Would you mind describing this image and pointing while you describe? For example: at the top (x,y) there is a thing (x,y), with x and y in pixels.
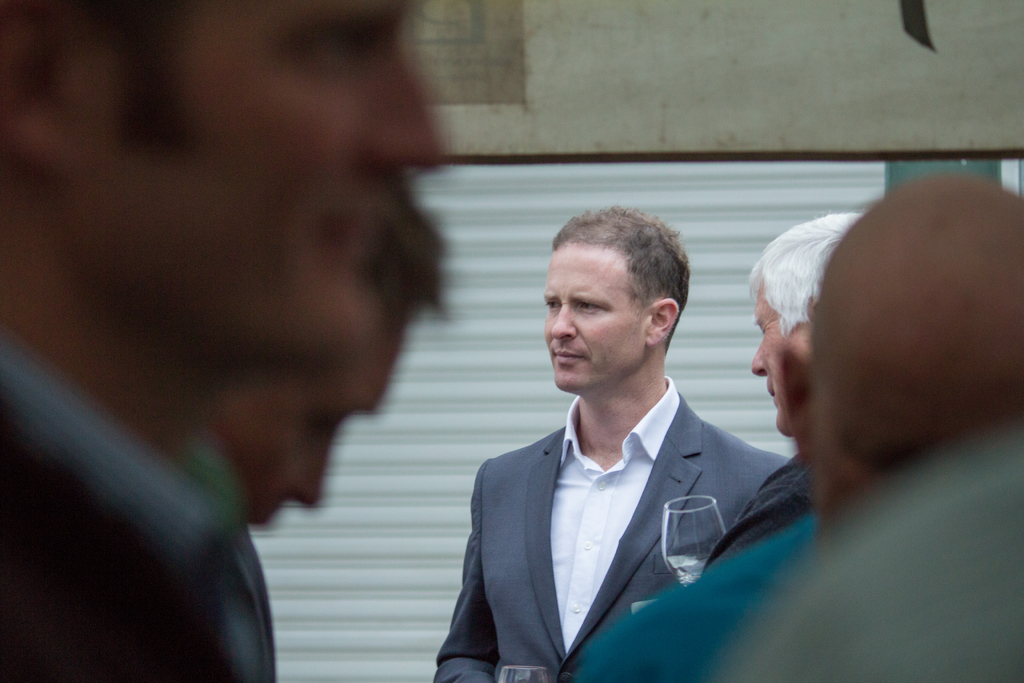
In this image there are a few people (586,471) standing where two of them are holding the glasses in their hands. Behind them there is a closed metal shutter (446,411). At the top of the image (682,72) there is a poster (726,83) on the wall (599,101).
